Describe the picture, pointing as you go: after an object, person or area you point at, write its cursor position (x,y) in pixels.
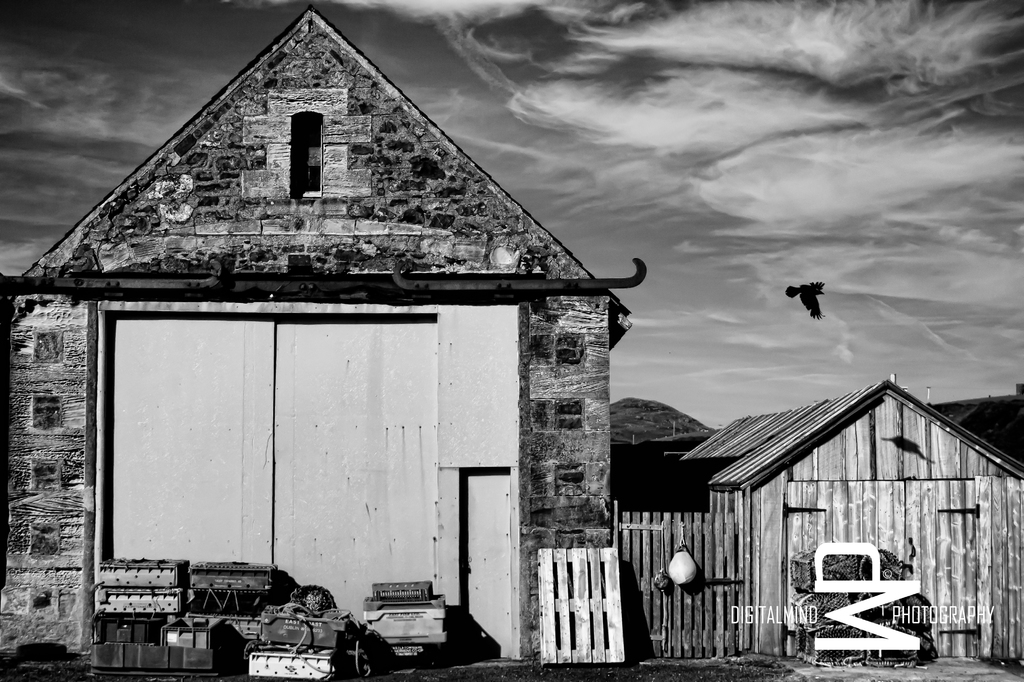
In this picture we can see a few houses (506,212). We can see a wooden fence (641,528). There are some luggages (439,630) on the path (359,680). We can see a bird (814,298) is flying in the sky (801,311). Sky (666,183) is cloudy.
